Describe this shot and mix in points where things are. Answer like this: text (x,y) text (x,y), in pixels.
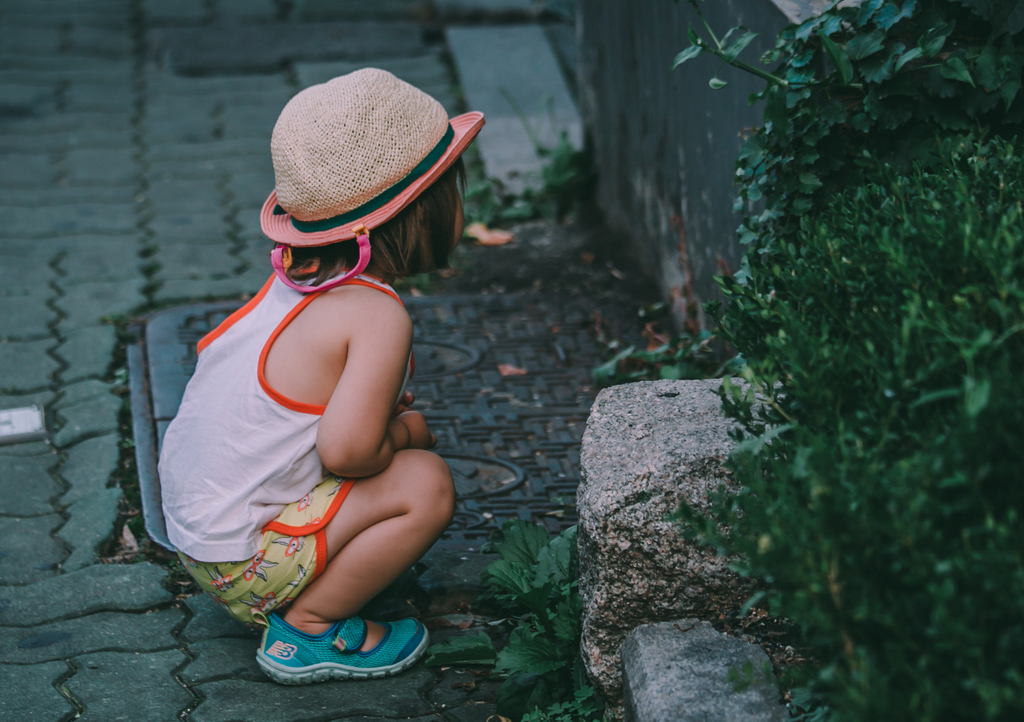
In the image there is a baby girl (304,474), she is sitting on the floor (143,463) in a squatting position, in front of the girl (396,564) there is a wall (659,9) and beside the wall (710,264) there are some plants (755,558).
